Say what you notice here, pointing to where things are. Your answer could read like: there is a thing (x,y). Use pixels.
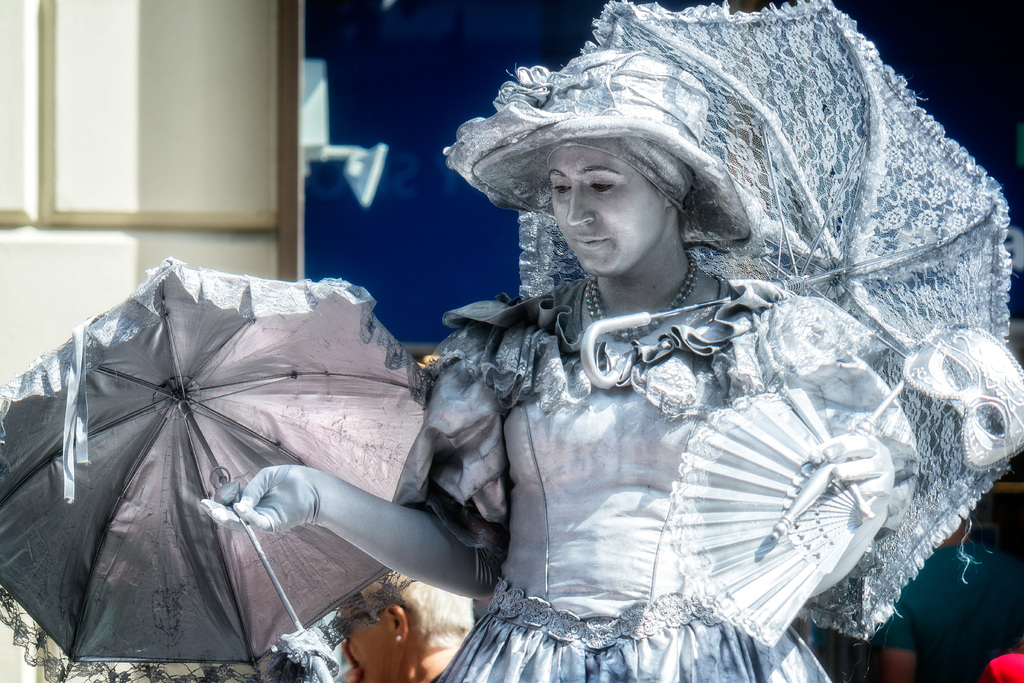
In this image we can see a person (701,410) wearing a costume (633,348) and holding umbrellas (217,352) and a mask (989,362). At the bottom (925,666) there are people (940,656). In the background (415,212) there is a wall (220,43).
